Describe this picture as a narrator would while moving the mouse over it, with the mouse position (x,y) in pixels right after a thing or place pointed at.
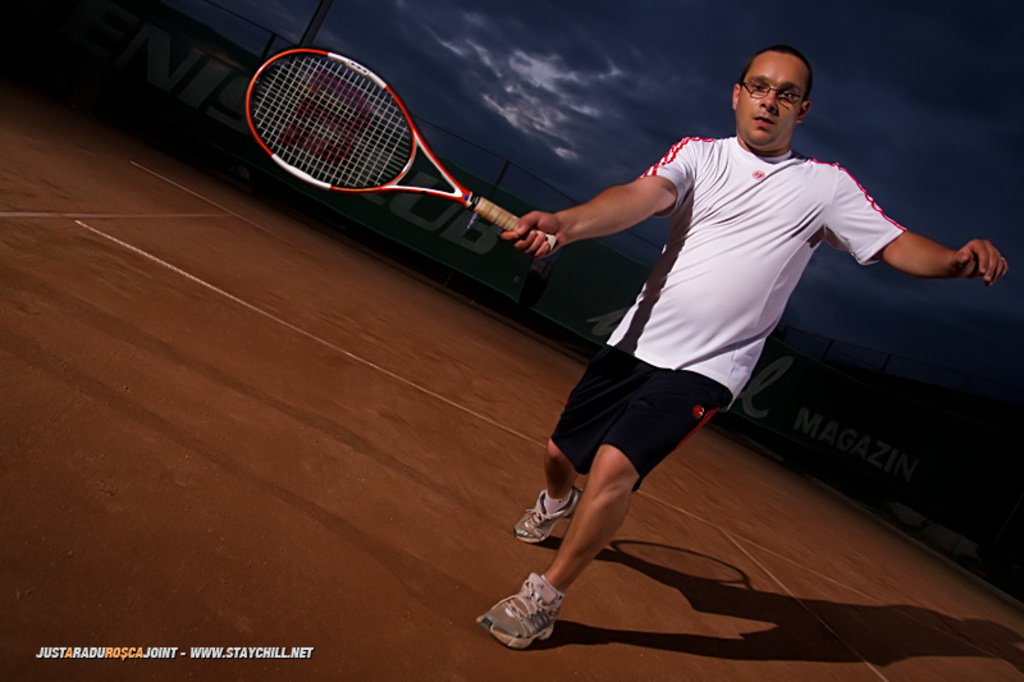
In this image there is a person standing and holding a tennis racket (394,95), and there are boards (756,381), sky (923,360), and a watermark (48,652) on the image.
